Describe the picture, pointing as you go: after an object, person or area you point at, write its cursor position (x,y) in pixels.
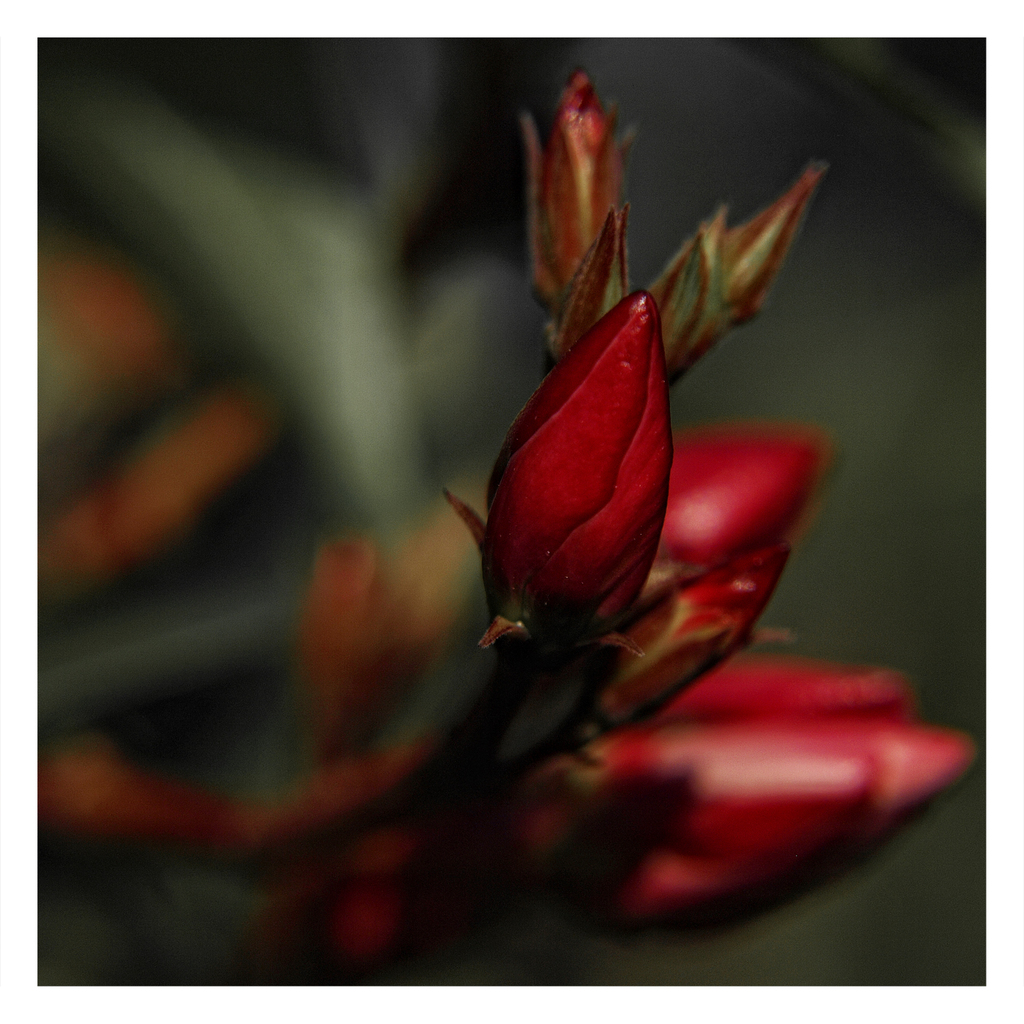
In this image I can see few buds (781,840) in red color and I can see the blurred background (478,418).
